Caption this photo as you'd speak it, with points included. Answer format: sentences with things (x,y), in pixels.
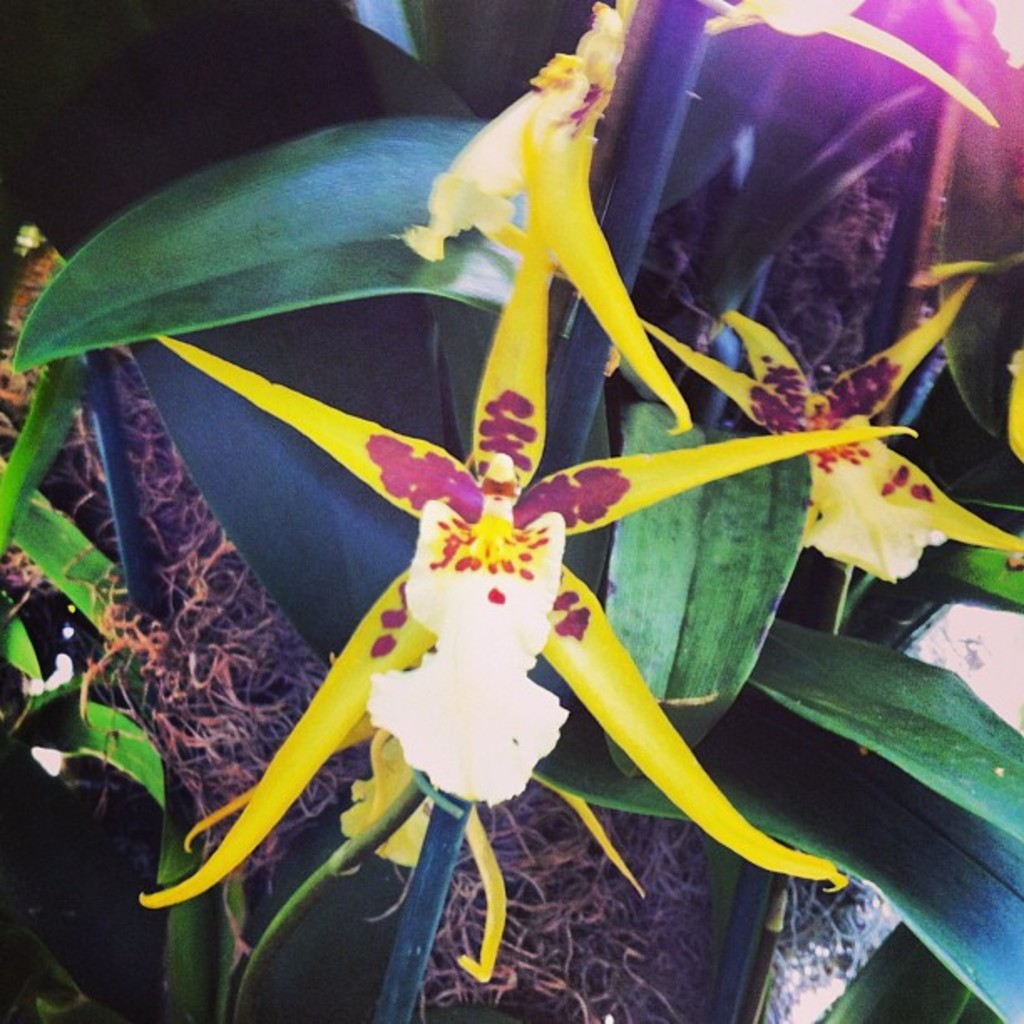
In this image we can see some plants (612,325) with flowers (602,327).
